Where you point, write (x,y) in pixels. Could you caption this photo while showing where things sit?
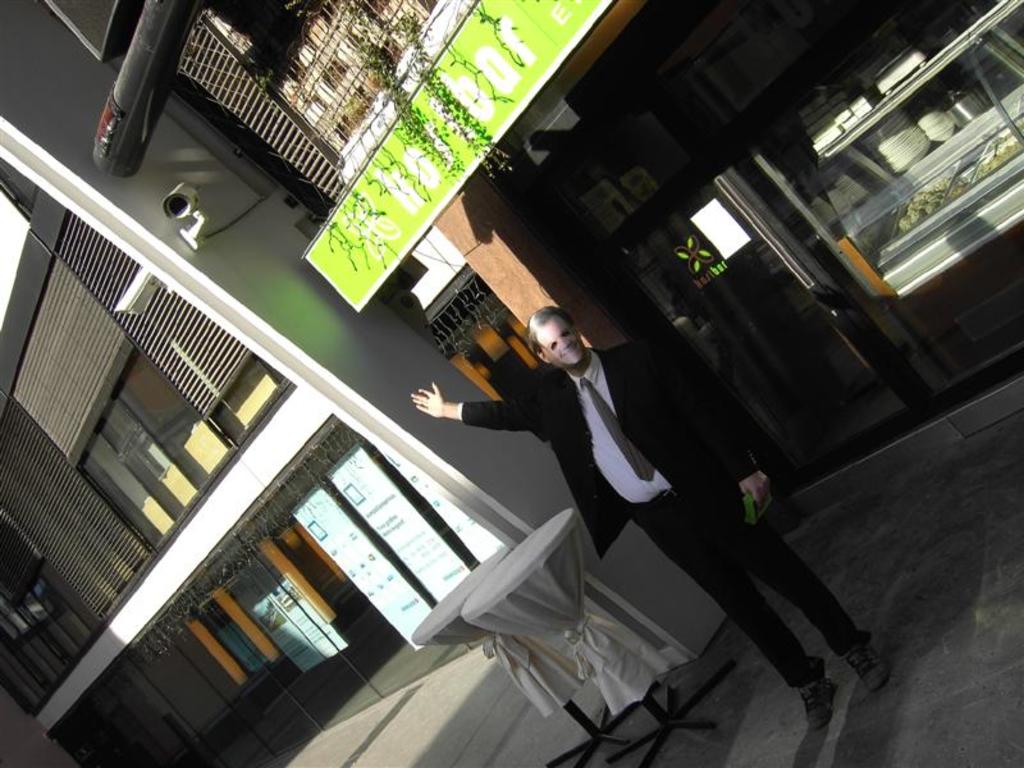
In this image there is a man (837,620) standing on the ground (913,668). He is wearing a mask (558,339). Beside him there are tables (508,606). Behind him there are buildings (310,315). There is a CCTV camera (189,199) on the wall (220,244). There are boards (395,194) with text (514,45) on the buildings (360,520). Beside the tables (483,603) there are banners (392,524). To the left (122,532) there are window blinds (106,534) to the walls (196,184).
